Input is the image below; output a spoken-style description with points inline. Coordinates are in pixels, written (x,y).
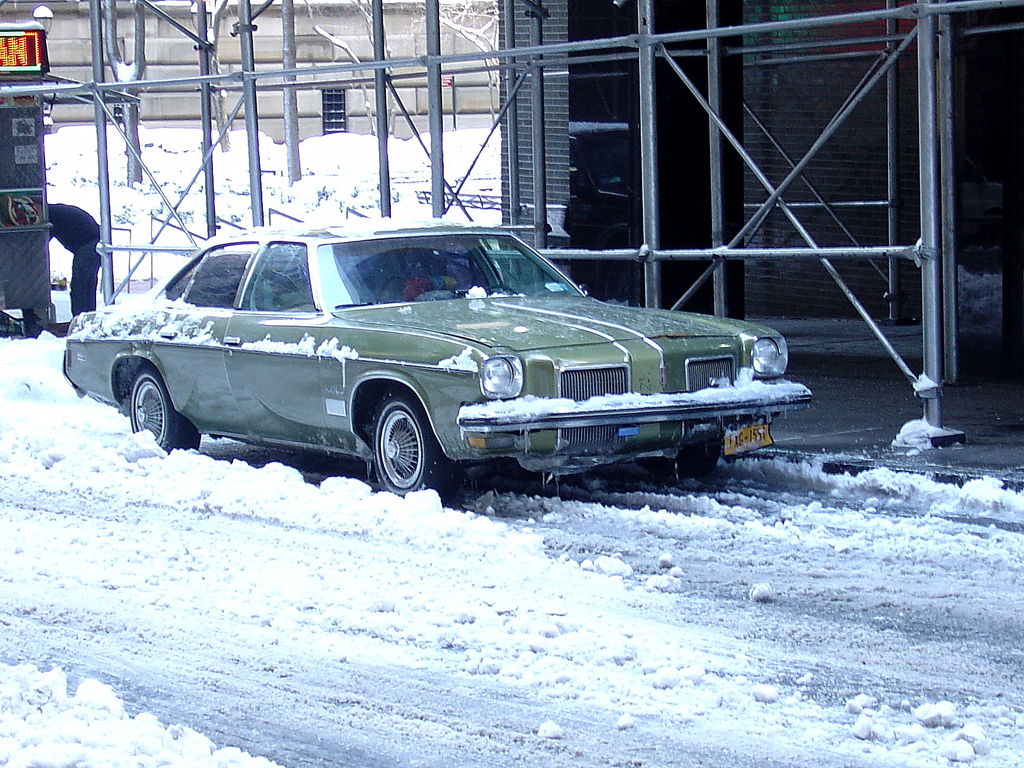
In this picture we can see snow (206,499) and a car (451,276) on the road (751,468). In the background (87,218) we can see a person (94,232), poles (509,163), walls (422,101), trees (469,28) and some objects (37,208).
